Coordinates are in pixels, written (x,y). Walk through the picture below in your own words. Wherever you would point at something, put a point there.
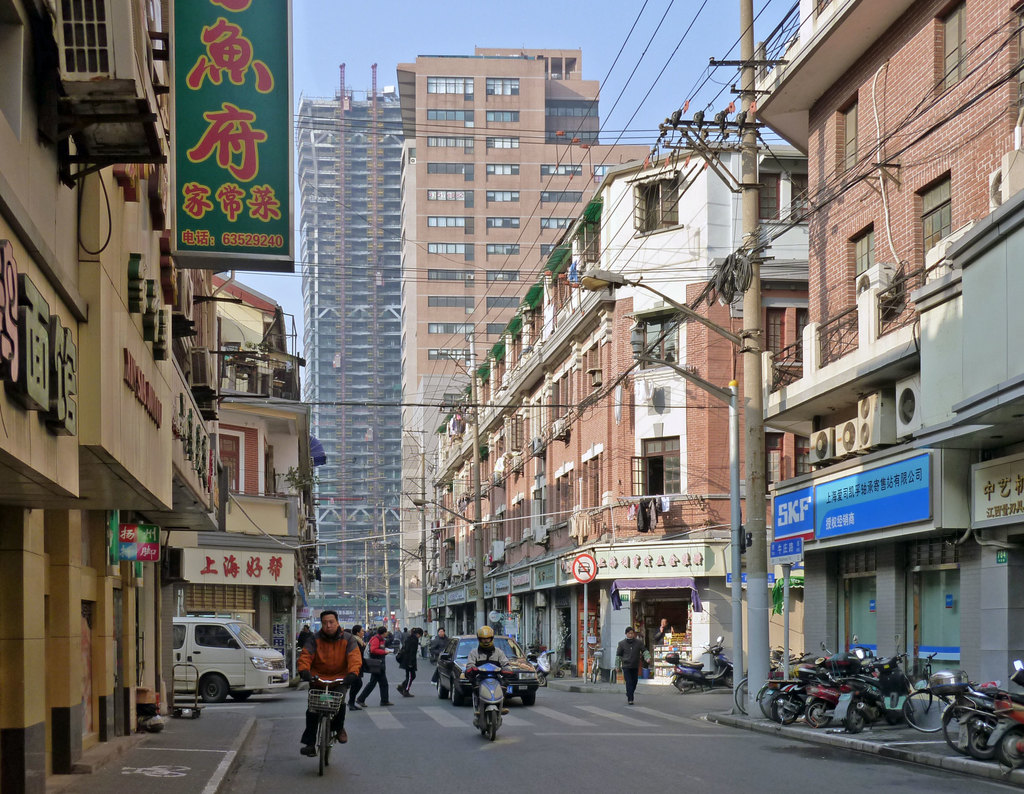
Few people (386,654) walking and these two people (310,661) riding vehicles (321,723). We can see boards (975,509), vehicles (500,654), road (550,696), lights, poles (425,614), wires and buildings (633,463). In the background (388,24) we can see sky (351,61).
